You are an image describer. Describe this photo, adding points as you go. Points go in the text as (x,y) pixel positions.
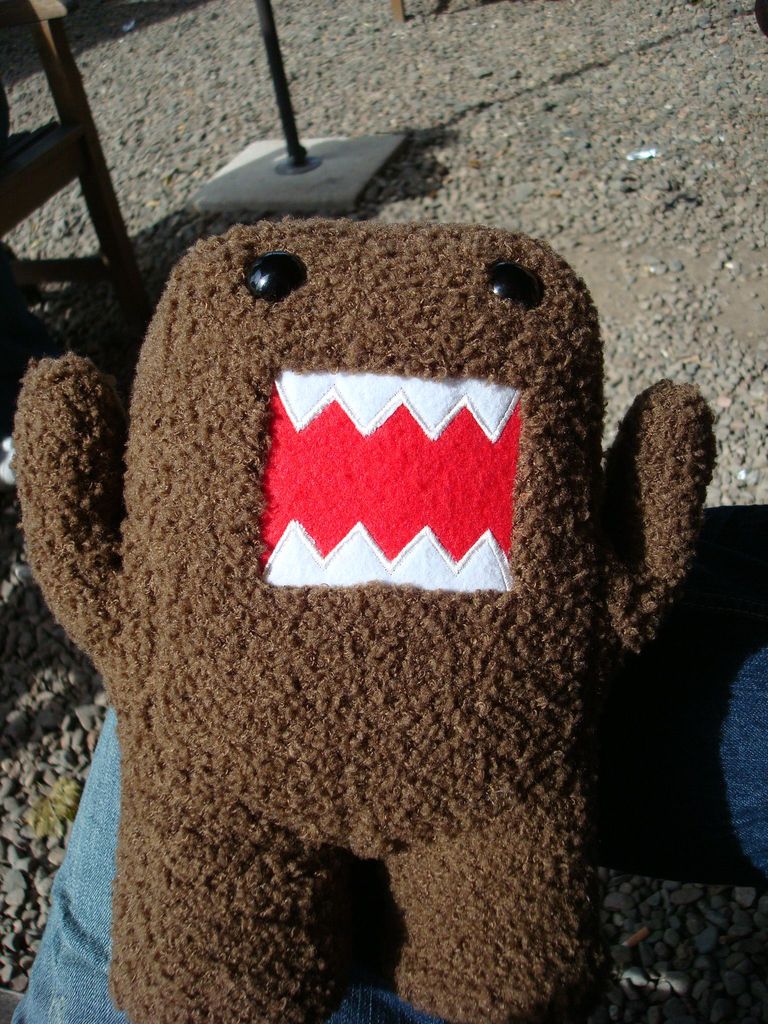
In the image there is a toy (214,774) which is in brown, red and white color. And its eyes (284,256) are in black color. The toy (145,784) is on the person leg (766,721). In the background (5,198) there is a pole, chair (67,52) and also there are few stones (425,144) on the ground (647,234).
